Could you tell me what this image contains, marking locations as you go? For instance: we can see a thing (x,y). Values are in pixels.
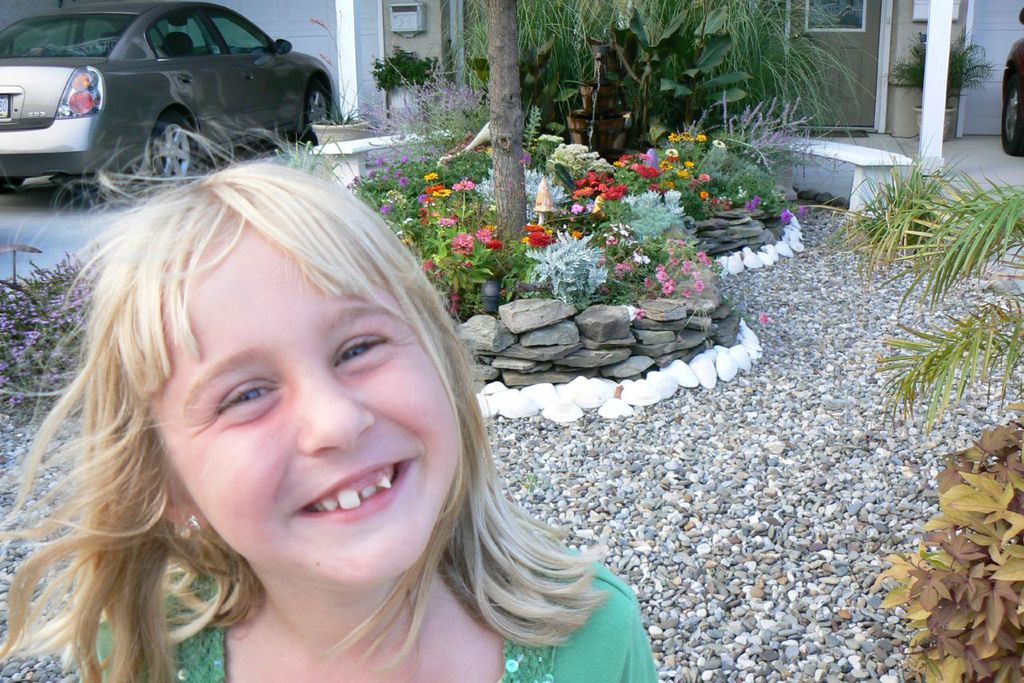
In the center of the image (377,325) there is a girl (448,508). In the background (442,205) we can see stones (685,367), trees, plants (578,155), flowers (577,164), windows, car (148,113), road (56,247) and house (872,55).
